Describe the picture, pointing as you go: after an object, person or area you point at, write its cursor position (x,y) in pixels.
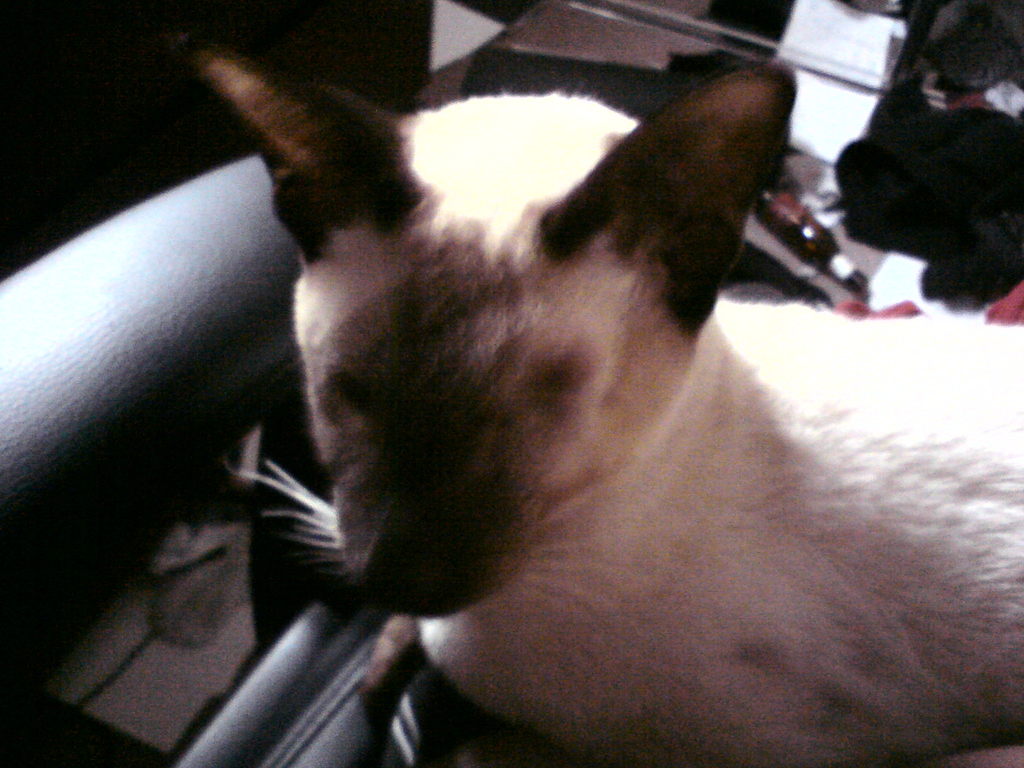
In this image we can see an animal (423,525) on a chair (304,659). On the backside (999,232) we can see a bottle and some clothes (1007,244) on the floor (857,251).
